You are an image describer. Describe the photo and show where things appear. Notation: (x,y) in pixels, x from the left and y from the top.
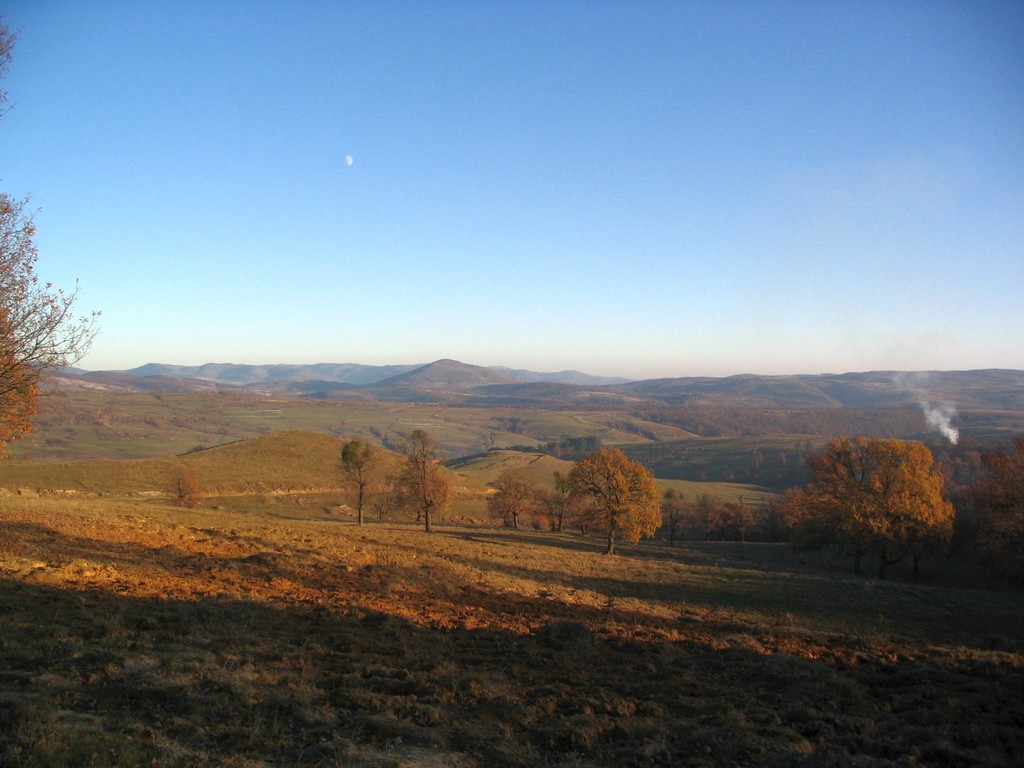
At the bottom of the image (339,666) there is grass (262,672) on the surface (305,632). In the background (628,514) there are trees (509,506), mountains (397,395) and sky (505,91).
